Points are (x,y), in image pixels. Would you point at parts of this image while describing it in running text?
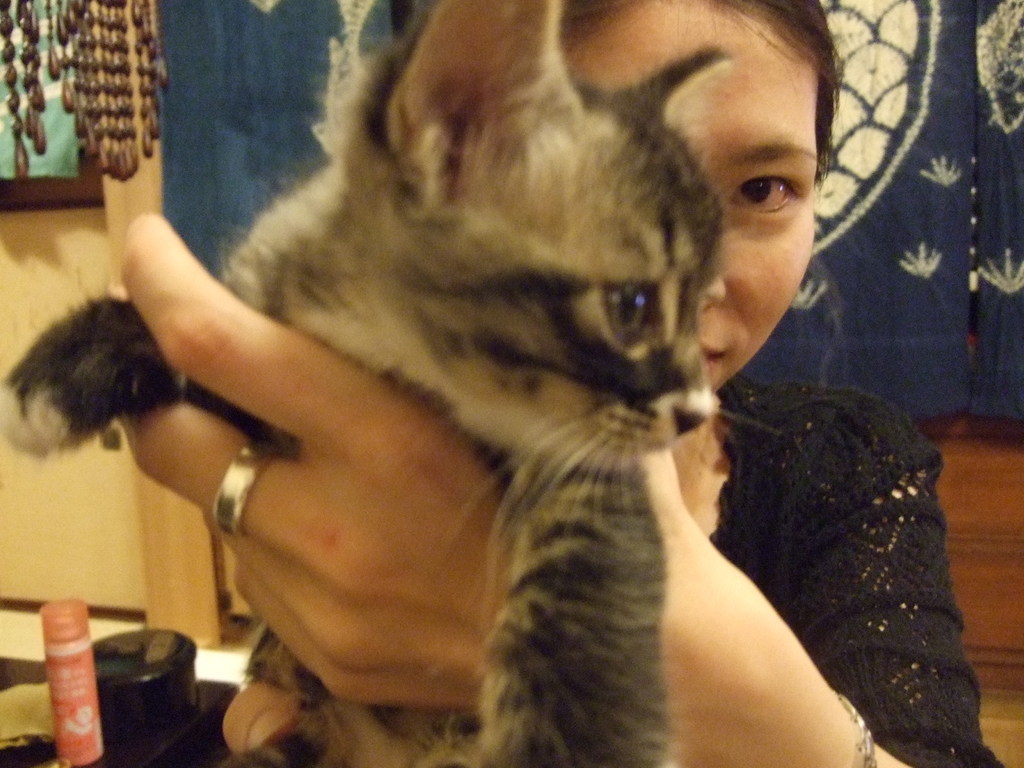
In the image we can see a woman (853,495) wearing clothes (862,537), finger ring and she is holding a cat (531,290) in her hand (381,437). Here we can see objects (105,643), curtains (274,81) and the image is slightly blurred.
